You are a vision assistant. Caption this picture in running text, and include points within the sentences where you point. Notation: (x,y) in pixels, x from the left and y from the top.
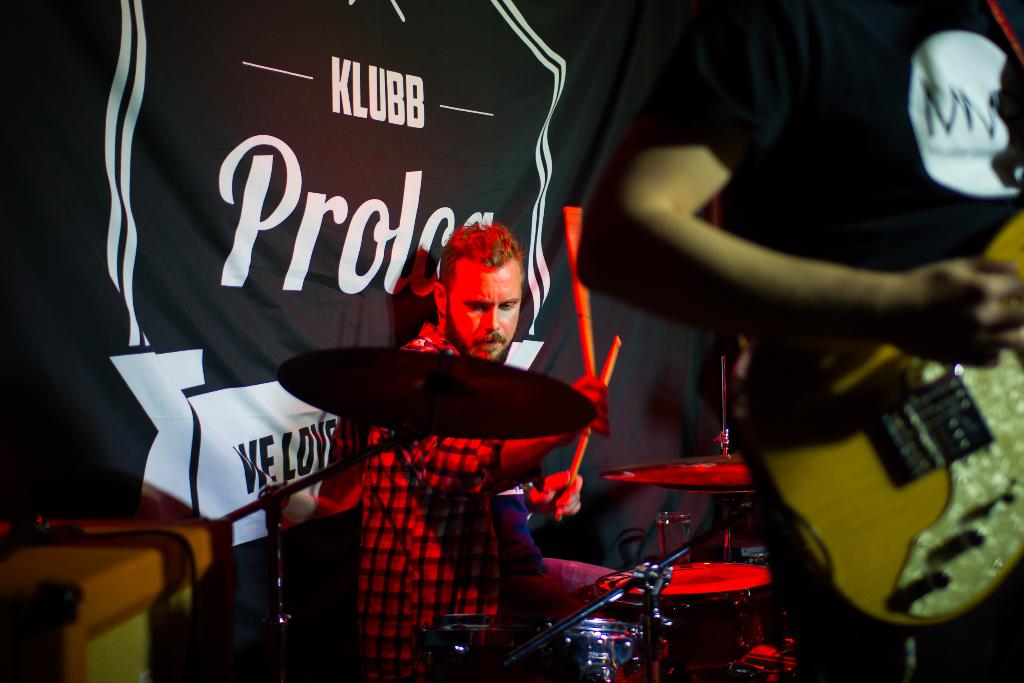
There are two men (494,512) on the stage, one is holding a guitar (903,398) in his hand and the other one is playing drums (609,604). Behind them, there is a cloth (175,313) of black color.
